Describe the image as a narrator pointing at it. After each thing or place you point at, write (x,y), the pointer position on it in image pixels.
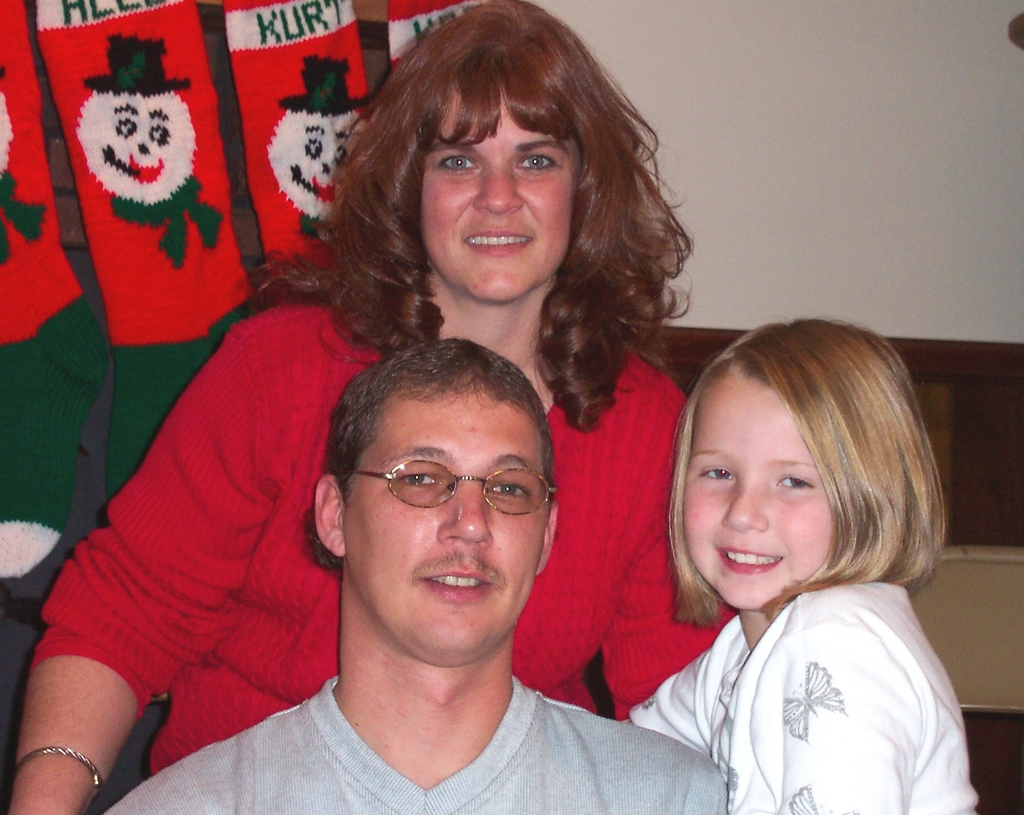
This image is taken indoors. In the background (775,172) there is a wall (815,144) and there are four socks (171,212) with a text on them. In the middle of the image (471,304) there is a woman (327,407), a man (353,413) and a girl (792,640).
